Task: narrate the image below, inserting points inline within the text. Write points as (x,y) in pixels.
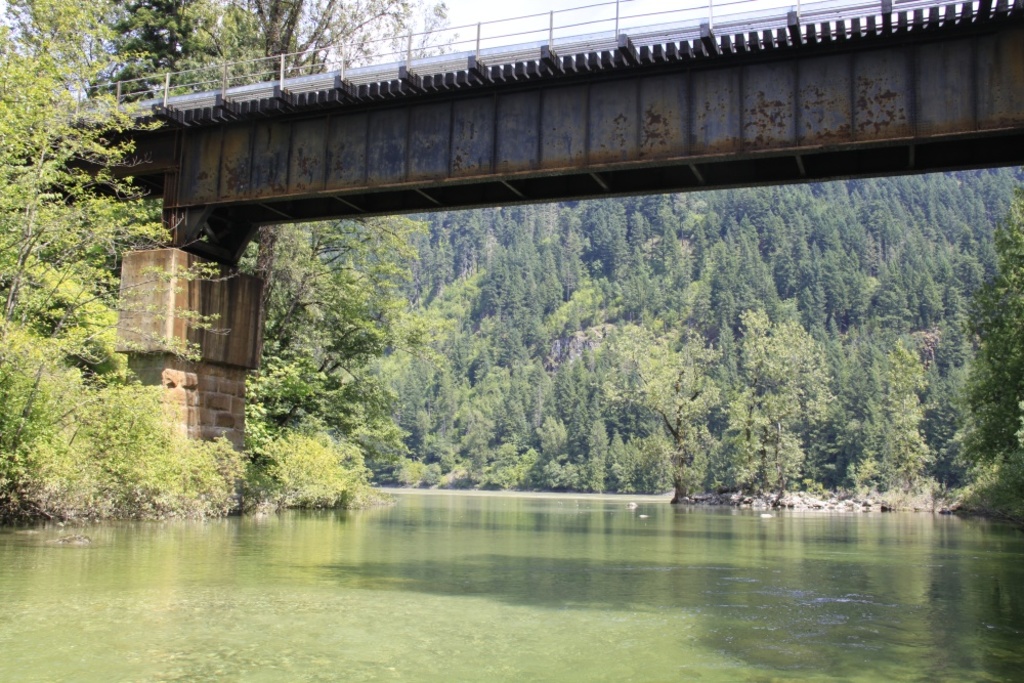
At the bottom of the picture (536,592), we see water (467,581) and this water (387,554) might be in the canal (493,550). On the left side (158,440), there are trees (142,450). At the top (441,136), we see the bridge (537,160). There are trees (819,438) in the background (816,421).
